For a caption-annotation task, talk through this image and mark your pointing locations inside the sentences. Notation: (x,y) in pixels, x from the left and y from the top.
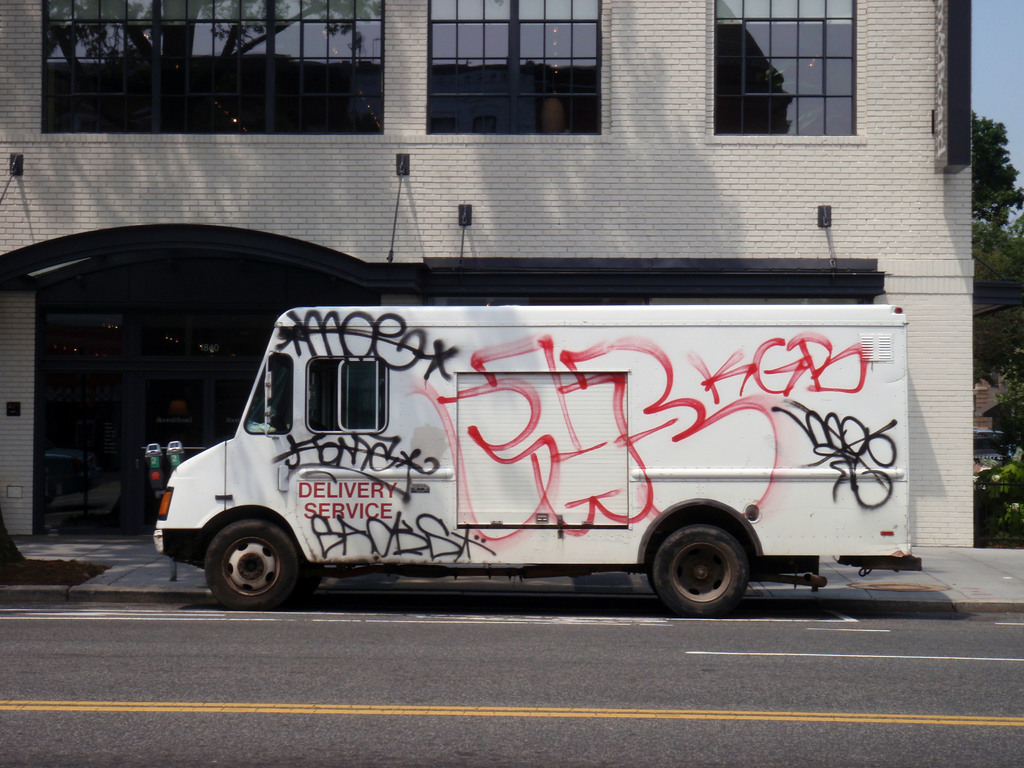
The picture is taken outside a city (804,587). In the foreground of the picture (119,652) it is road (330,601). In the center of the picture (435,411) there is a truck (491,460). At the top (204,233) there is a building (405,196) with windows (528,82), doors (155,384) and brick wall (914,196). On the right (1003,466) there are trees (994,251) and a hoarding (949,102). It is sunny.
